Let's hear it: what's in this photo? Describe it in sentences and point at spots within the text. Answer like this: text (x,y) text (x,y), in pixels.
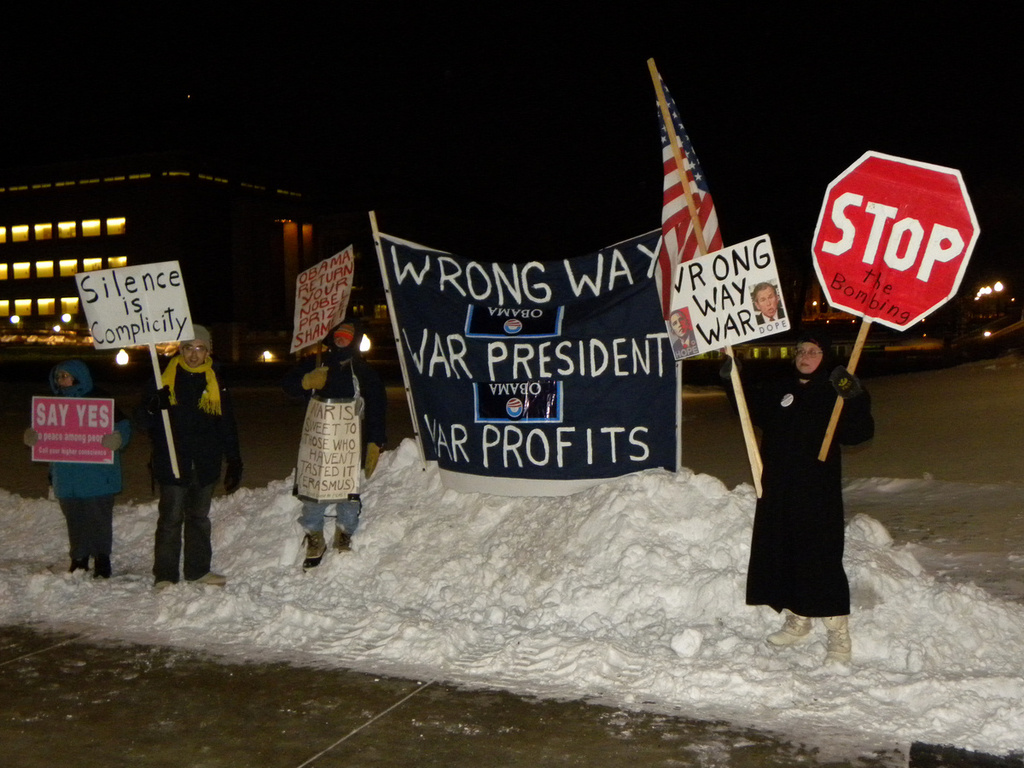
At the bottom of this image (130,675), there is a road (556,744). Behind this road (358,717), there are persons (185,354) holding placards (70,420) and standing on a snow surface (433,594) on which there is a flag (694,193) and a banner (635,322). In the background (39,233), there are buildings (85,226), which are having lights (71,225). And the background (732,89) is dark in color.
